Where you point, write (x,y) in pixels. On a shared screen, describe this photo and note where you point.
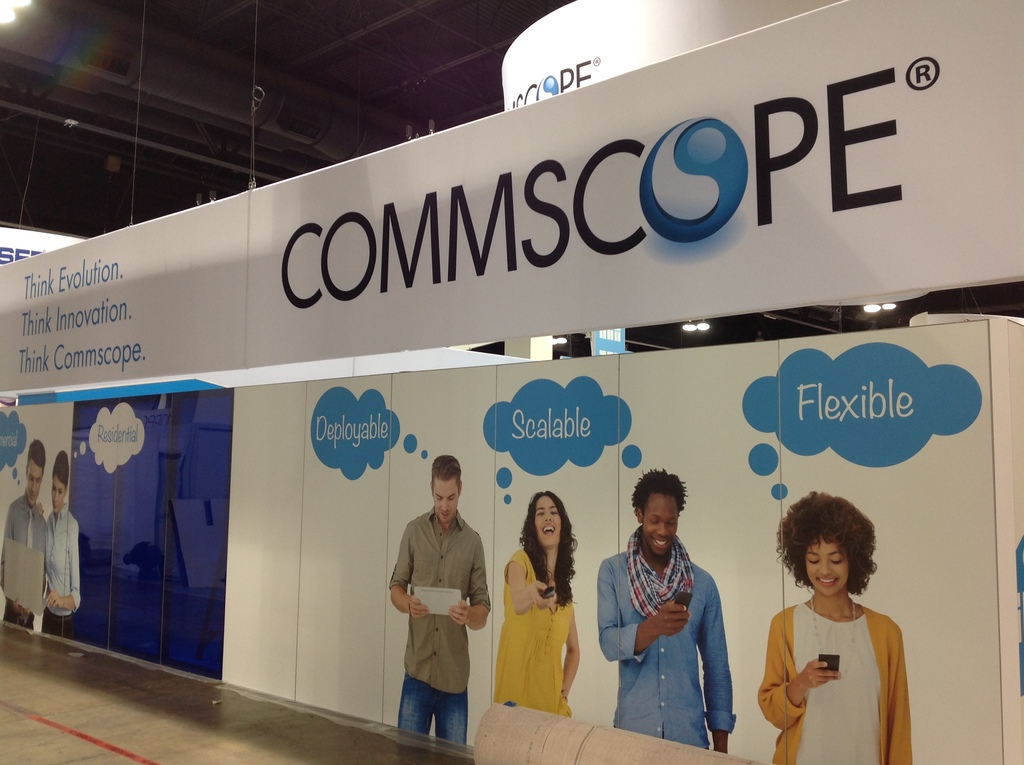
In this picture we can see the floor (83,706), here we can see boards (296,665) with few people (517,643) and some text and in the background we can see a roof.
